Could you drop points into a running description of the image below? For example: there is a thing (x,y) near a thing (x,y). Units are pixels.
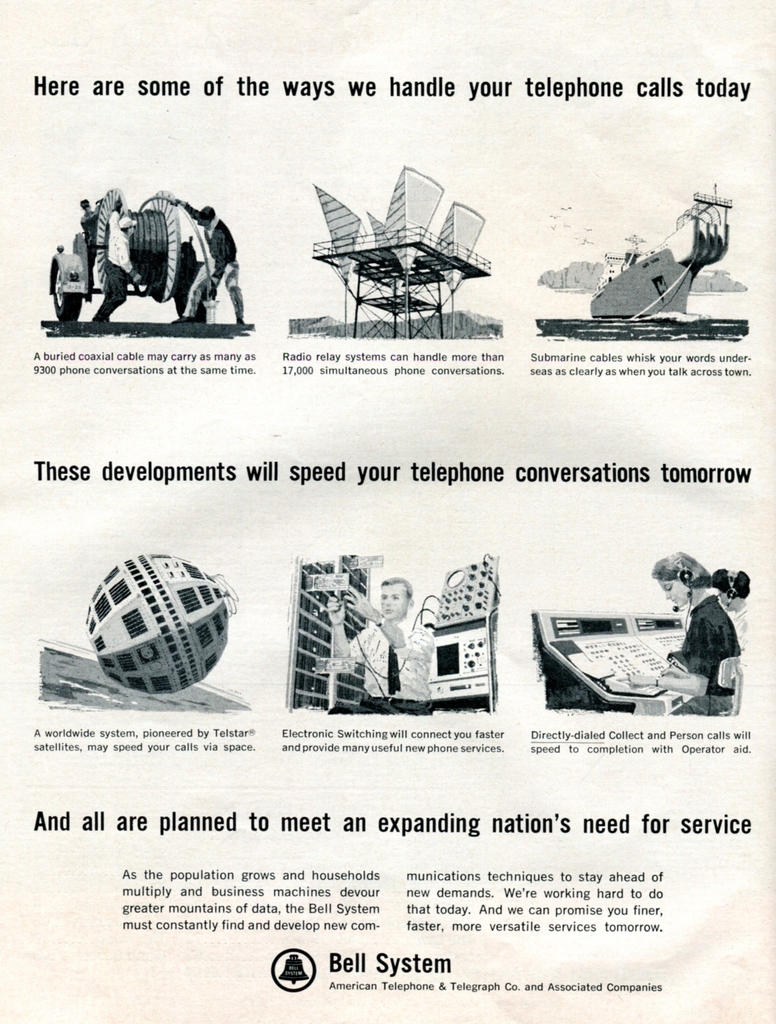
In this picture we can see the images of people (116,271) and some objects (136,609) on the paper (198,625). On the paper (132,610), it is written something.
